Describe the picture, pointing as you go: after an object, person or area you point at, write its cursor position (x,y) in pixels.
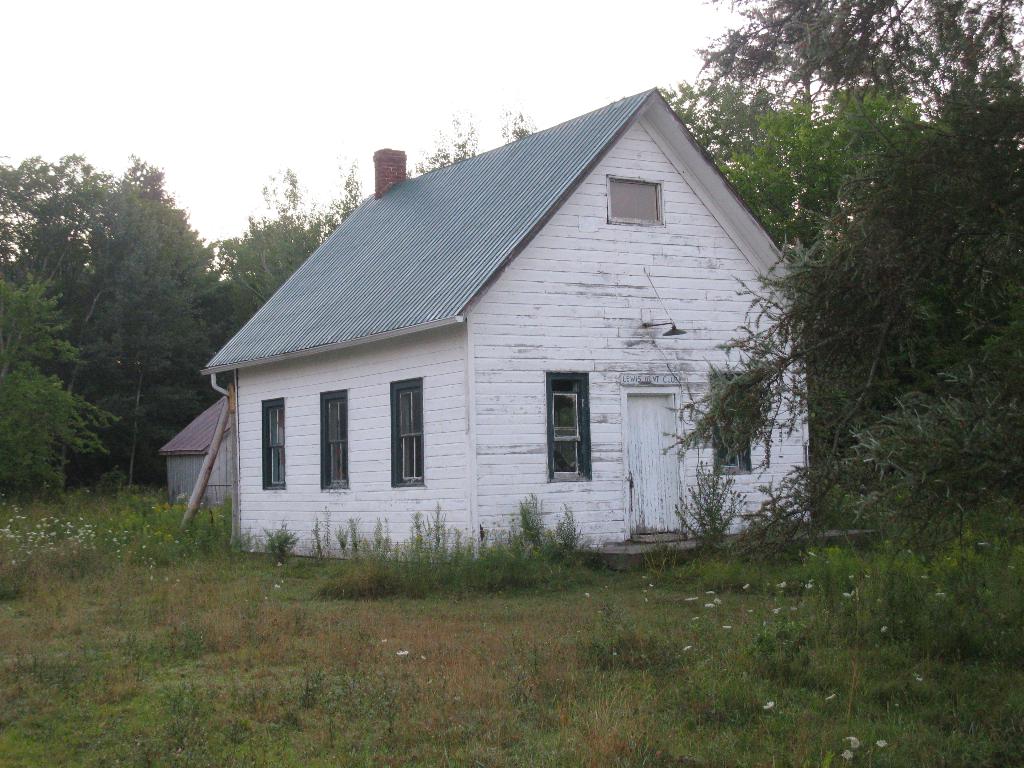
At the center of the image (430,459) there is a house (479,422), around the house (327,336) there is a greenery (33,340) with trees (935,504), plants (425,579) and the grass (433,618). In the background (402,52) there is the sky (376,53).
